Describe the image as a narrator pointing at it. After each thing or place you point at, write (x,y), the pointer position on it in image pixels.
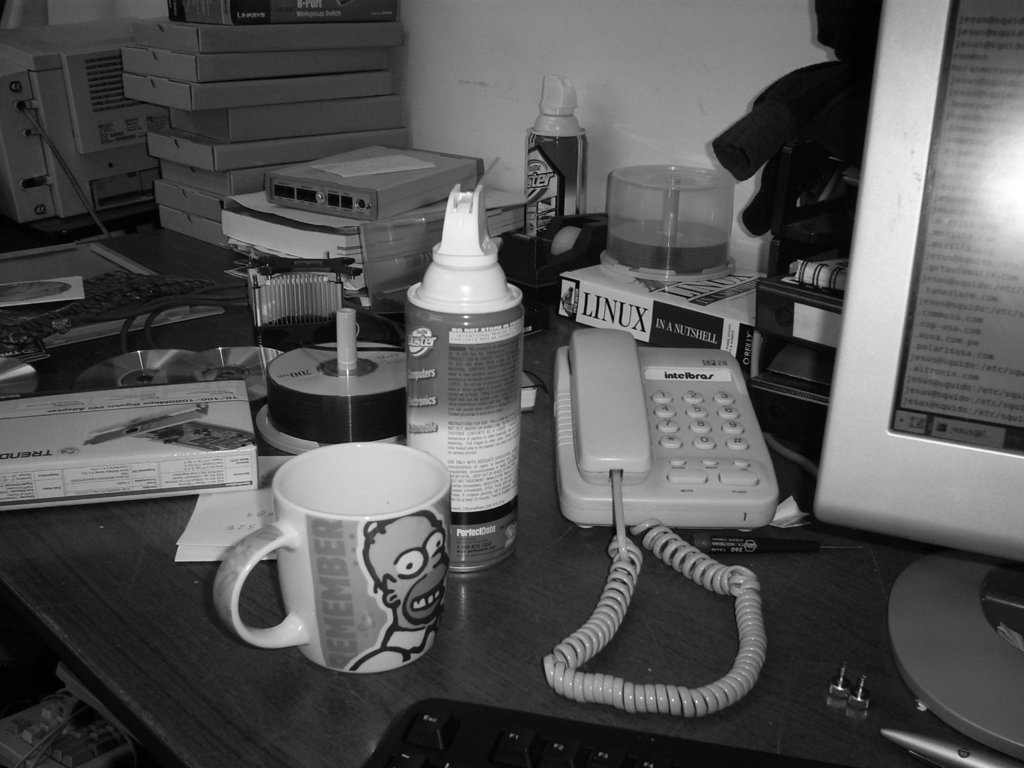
There is a table (461,661) in this picture on which telephone (714,559), monitor (863,401), bottle (471,444), cup (361,534) and some dvds (336,409) were placed. We can observe some boxes (263,115) in the background (274,157) near the wall (528,34).
